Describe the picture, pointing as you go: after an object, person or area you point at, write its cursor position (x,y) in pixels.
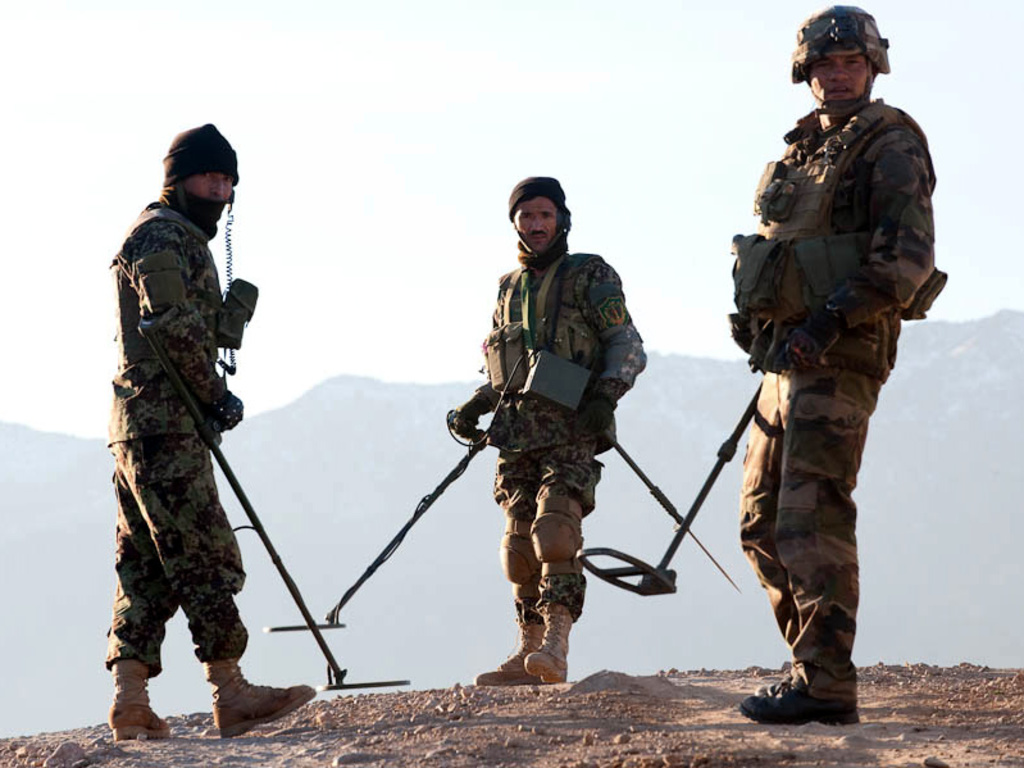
In this image we can see three person (590,362) standing on the ground (272,721) and holding some objects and there are mountains (348,543) and the sky (502,267) in the background (338,197).
